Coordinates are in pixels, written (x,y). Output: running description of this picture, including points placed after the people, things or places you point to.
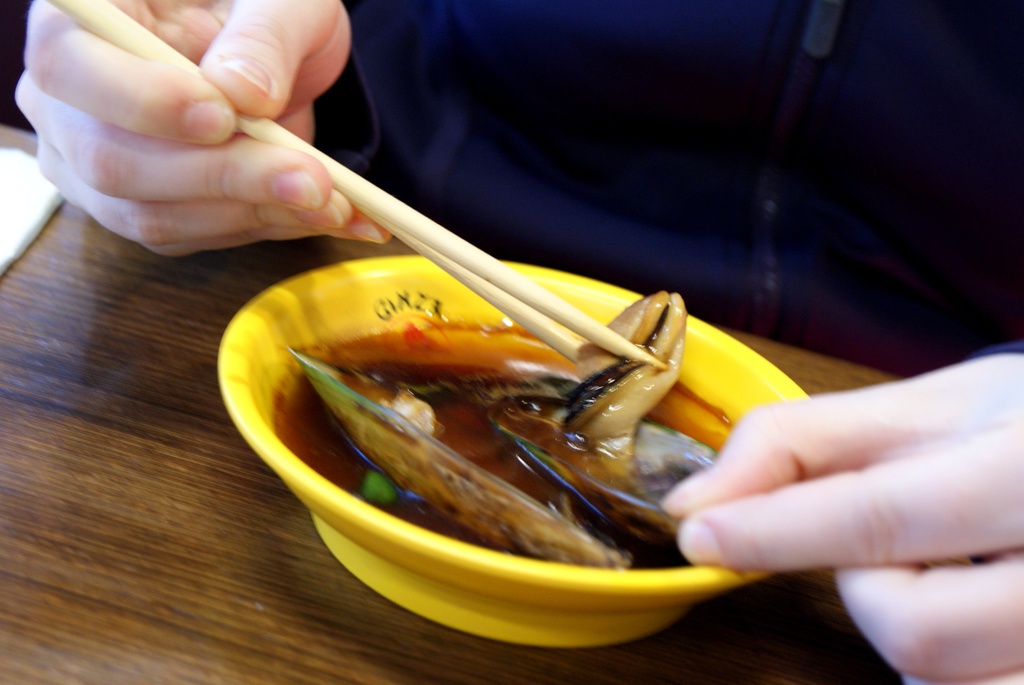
This is the picture of a person (399,162) holding a chopstick (349,183). In front of the person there is a table (141,452) on table (152,502) there is a bowl (281,459) with food (515,471).
